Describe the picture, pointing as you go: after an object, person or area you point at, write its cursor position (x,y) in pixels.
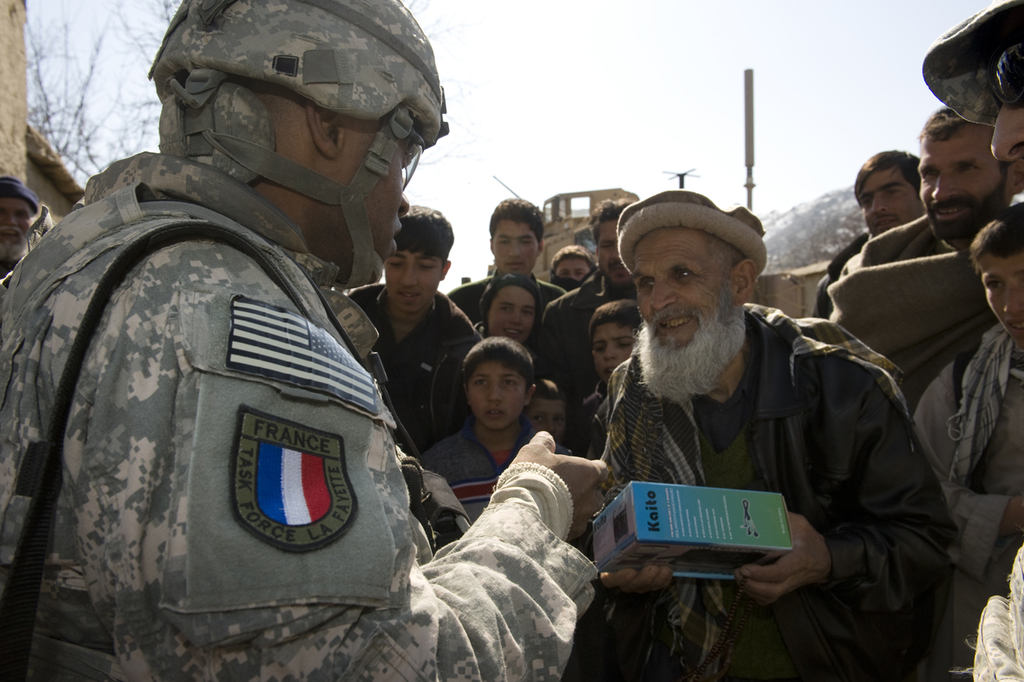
In this image, we can see a group of people (568,327). Few (787,373) are smiling. Here an old person (810,494) is holding some box (714,535). Background we can see trees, poles (752,201) and sky (627,104).
